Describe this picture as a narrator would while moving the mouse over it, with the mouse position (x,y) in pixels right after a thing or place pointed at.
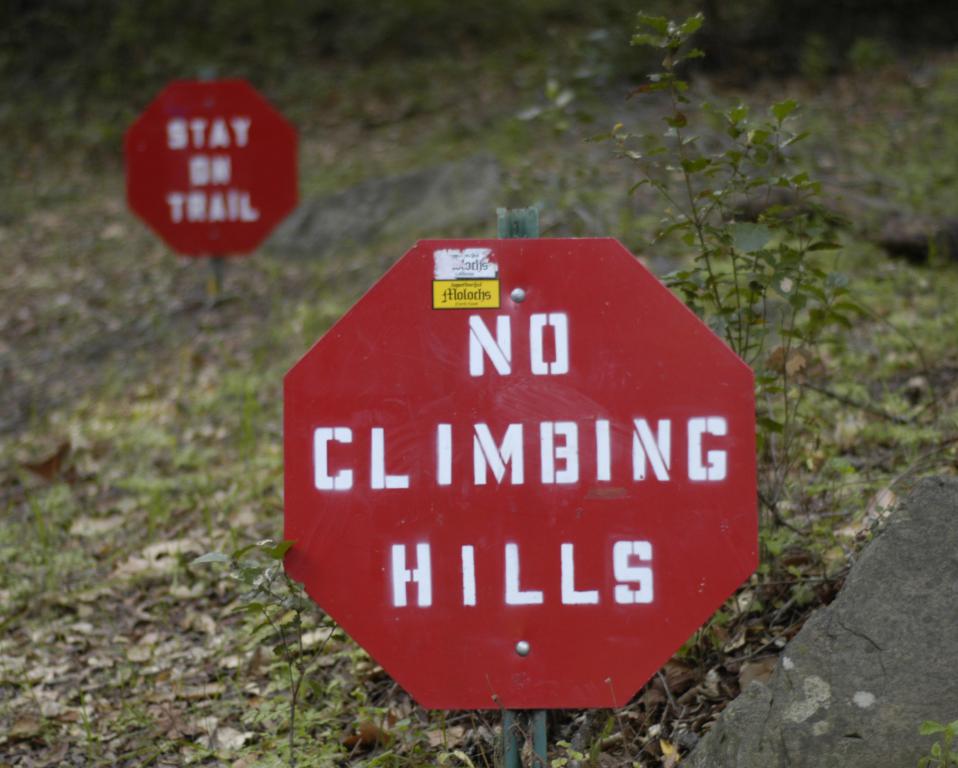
In this picture we can see name boards (386,464) on the ground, here we can see a stone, plants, grass (305,135).
